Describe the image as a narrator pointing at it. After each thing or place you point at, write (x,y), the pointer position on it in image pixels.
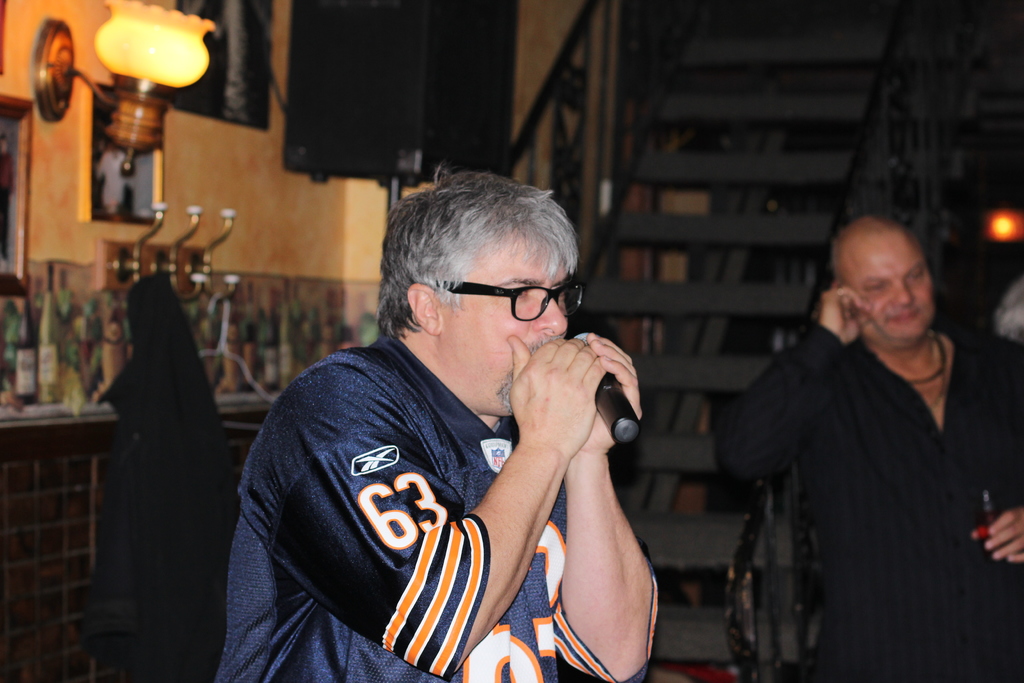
In the picture we can see a man (351,600) standing and singing a song holding a microphone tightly near his mouth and beside him we can see a man (1000,405) standing near the railing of the steps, leaning to it and holding a wine glass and beside the steps (717,214) we can see a sound box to the stand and behind it we can see a desk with something are placed and to the wall (32,141) we can see a lamp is fixed.
